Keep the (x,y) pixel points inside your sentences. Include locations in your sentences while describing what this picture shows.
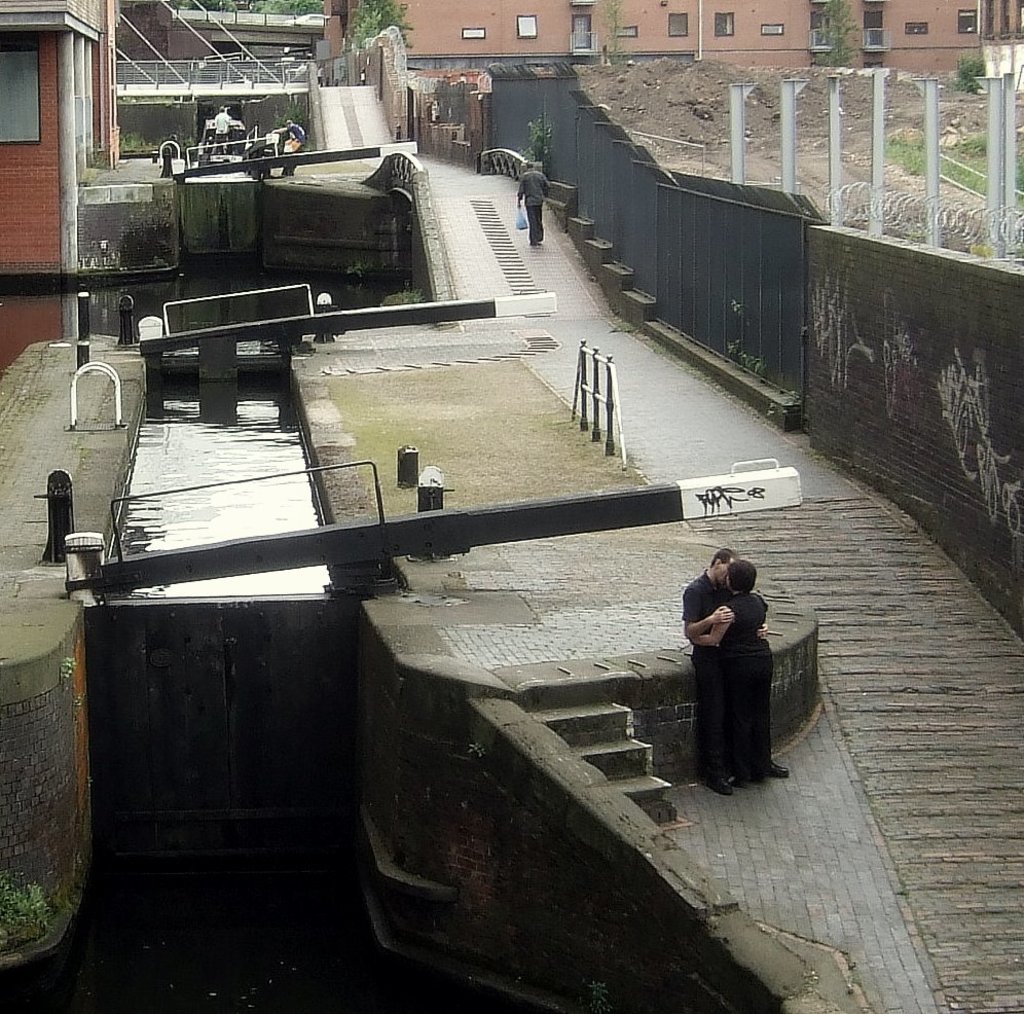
In the image I can see two people (715,718) who are standing and around there are some other houses (334,34), poles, grills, water (147,967) and some other things (245,87).
